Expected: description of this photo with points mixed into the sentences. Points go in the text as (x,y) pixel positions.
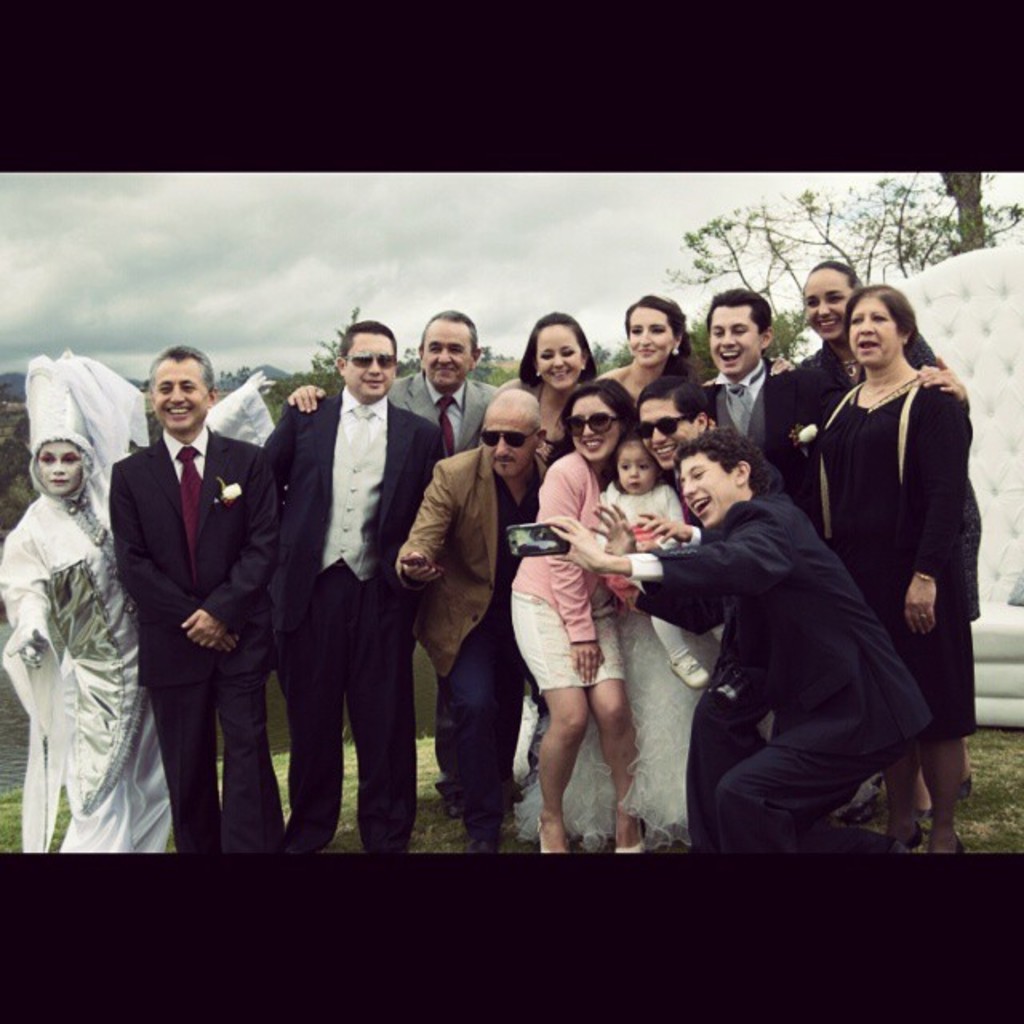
This is an image with borders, in this image in the center (476,590) there are a group of people (756,507) and two of them are holding baby (609,496). And in the background (854,246) there are trees (786,264) plants (872,241) and water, and on the right side of the image (976,319) there is some object (1009,578).
